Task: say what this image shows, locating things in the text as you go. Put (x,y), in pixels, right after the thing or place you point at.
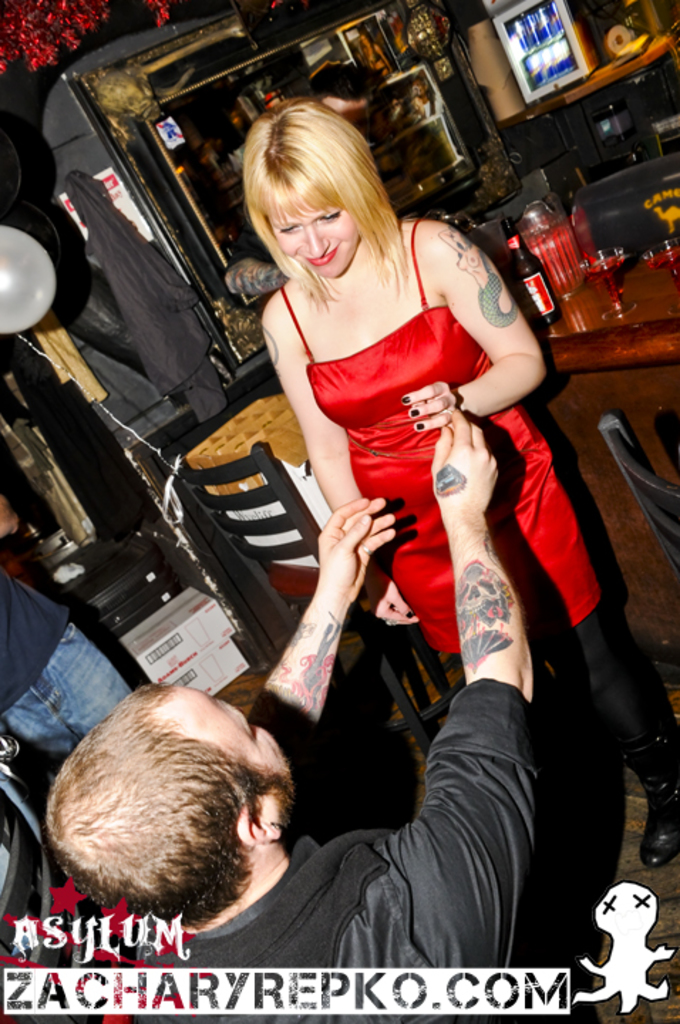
In this image in the front (385,367) there are persons (382,375). In the background (589,326) there is a table (572,306), on the table (581,322) there is a bottle (516,264), there are glasses (612,281). On the left side (137,645) there is a chair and on the chair (290,485) there are boxes (211,666) which are white in colour and there are objects (159,243) in the background (141,242).
